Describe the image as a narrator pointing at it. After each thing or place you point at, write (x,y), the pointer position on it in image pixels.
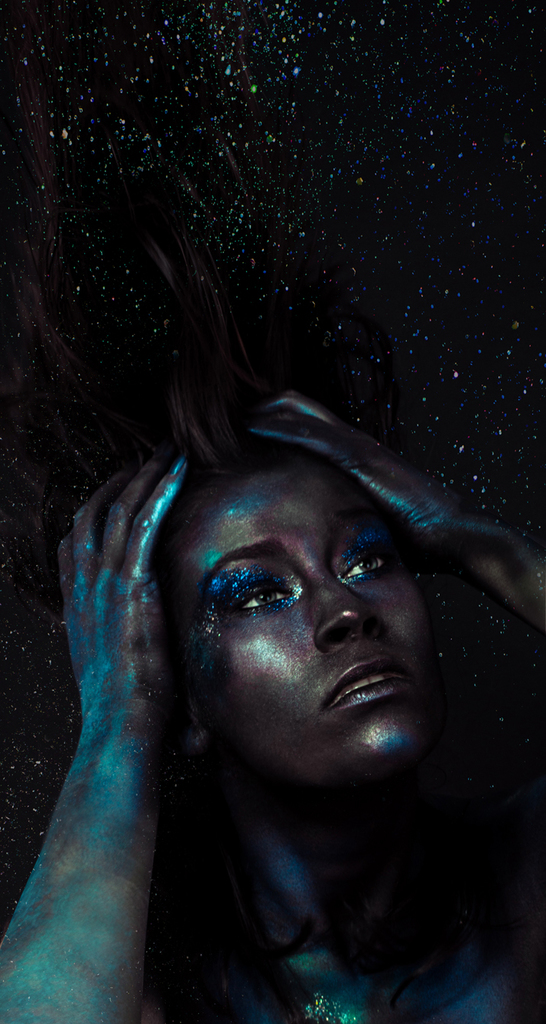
In this picture there is a woman (388,919) who is painted her body (183,503) with shining. At the top (346,62) we can see the stars (341,138) in the sky (443,155).
